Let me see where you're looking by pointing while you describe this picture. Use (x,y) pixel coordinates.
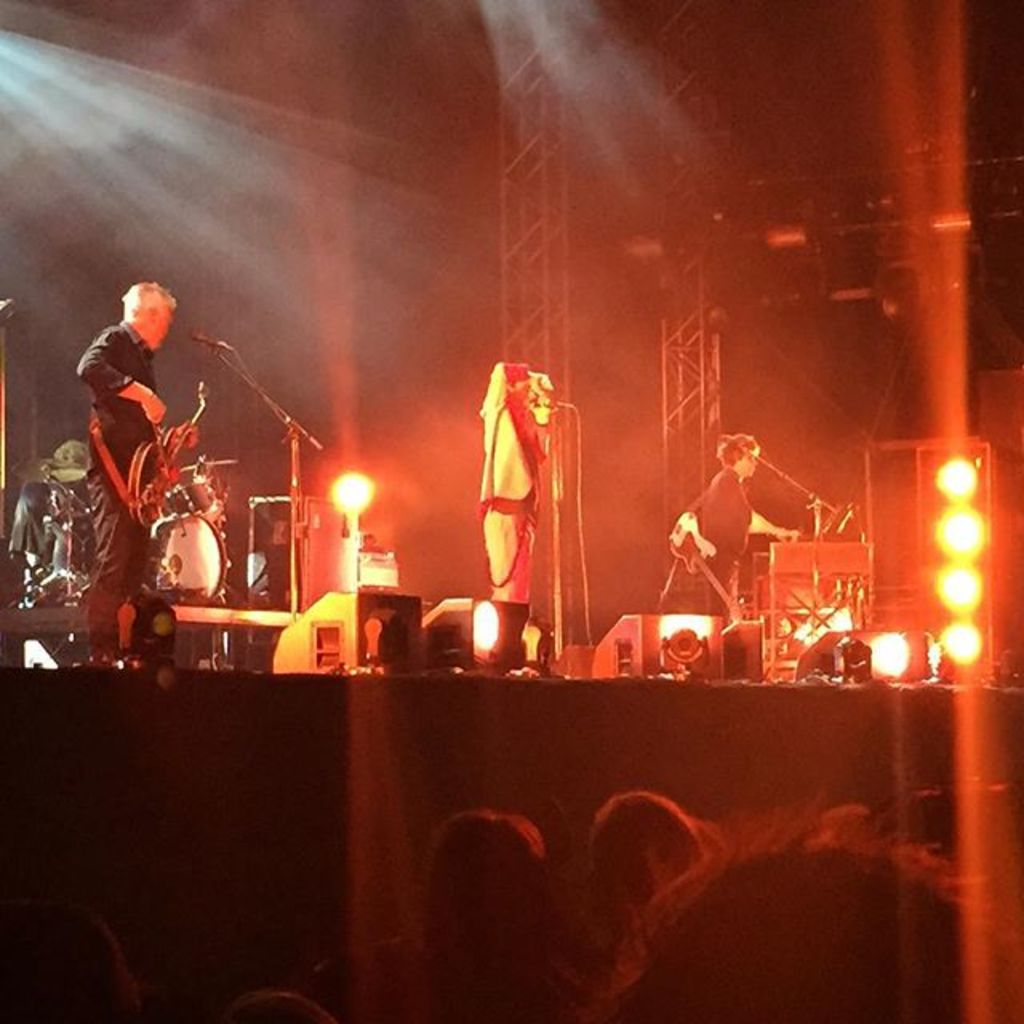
In this image we can see a four people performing on a stage (40,683). They are playing a guitar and singing on a microphone (558,413). Here we can see a few audience (751,1007).
